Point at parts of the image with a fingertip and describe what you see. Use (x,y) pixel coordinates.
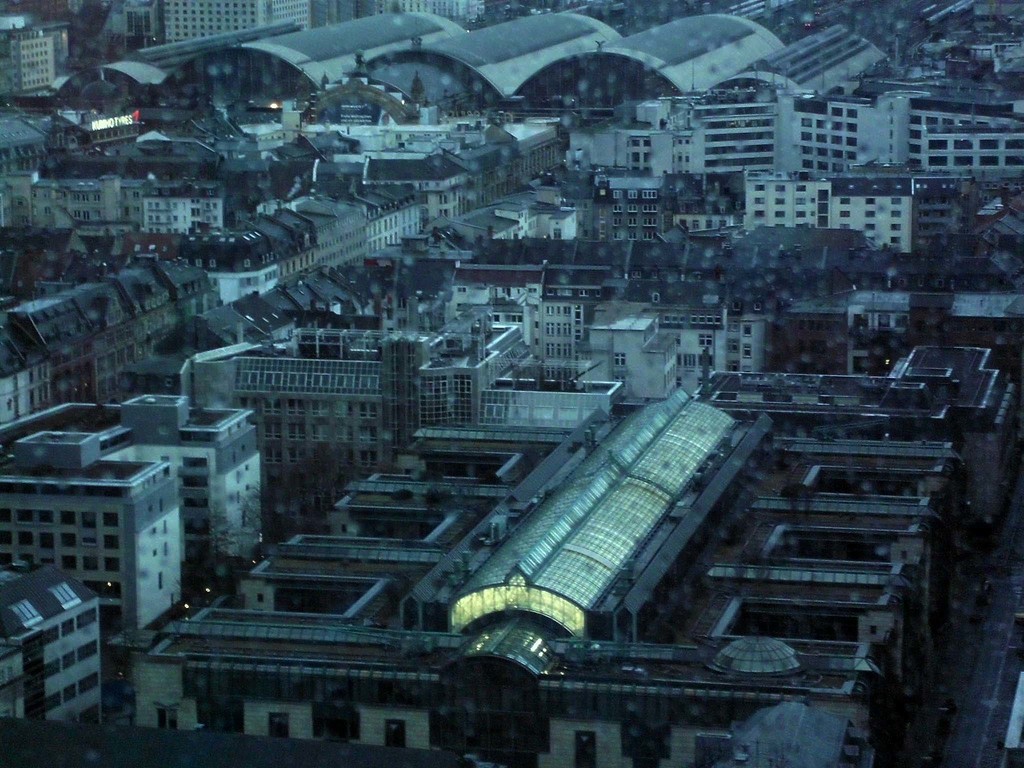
In this image there are buildings (947,397).
